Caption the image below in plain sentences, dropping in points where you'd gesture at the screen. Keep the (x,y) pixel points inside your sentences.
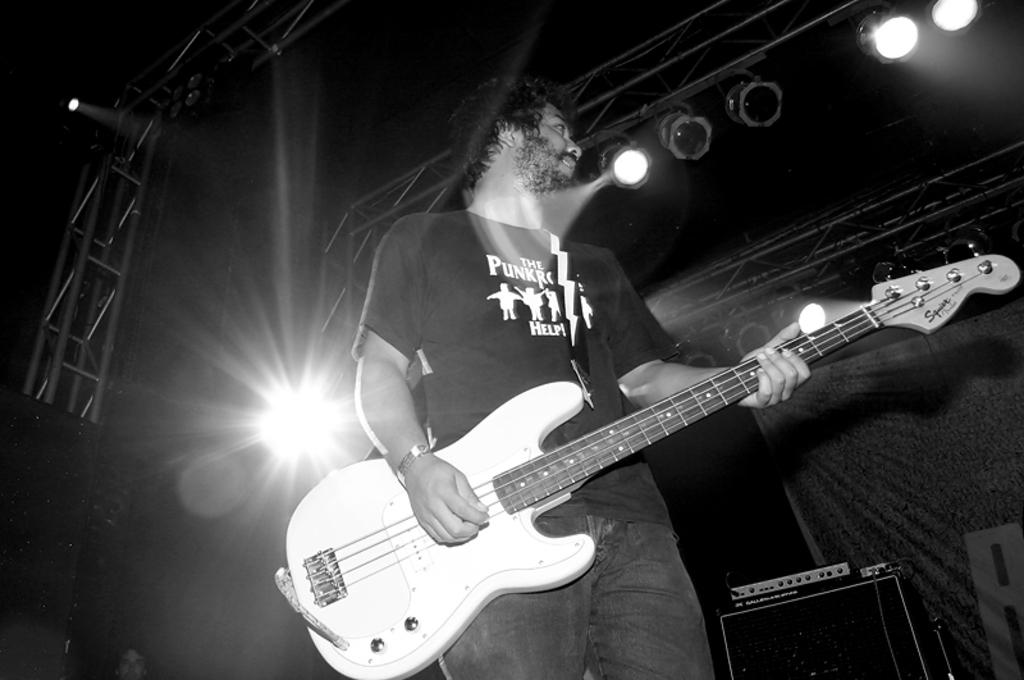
In this black and white picture there is a man (557,318) standing and holding guitar (505,510) in his hand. He is wearing a T-shirt (441,283) with text (529,275) and images (528,297) in the center (536,301). In the background (825,628) there is a speaker (822,612), banner (869,474) and spotlights (884,50).
